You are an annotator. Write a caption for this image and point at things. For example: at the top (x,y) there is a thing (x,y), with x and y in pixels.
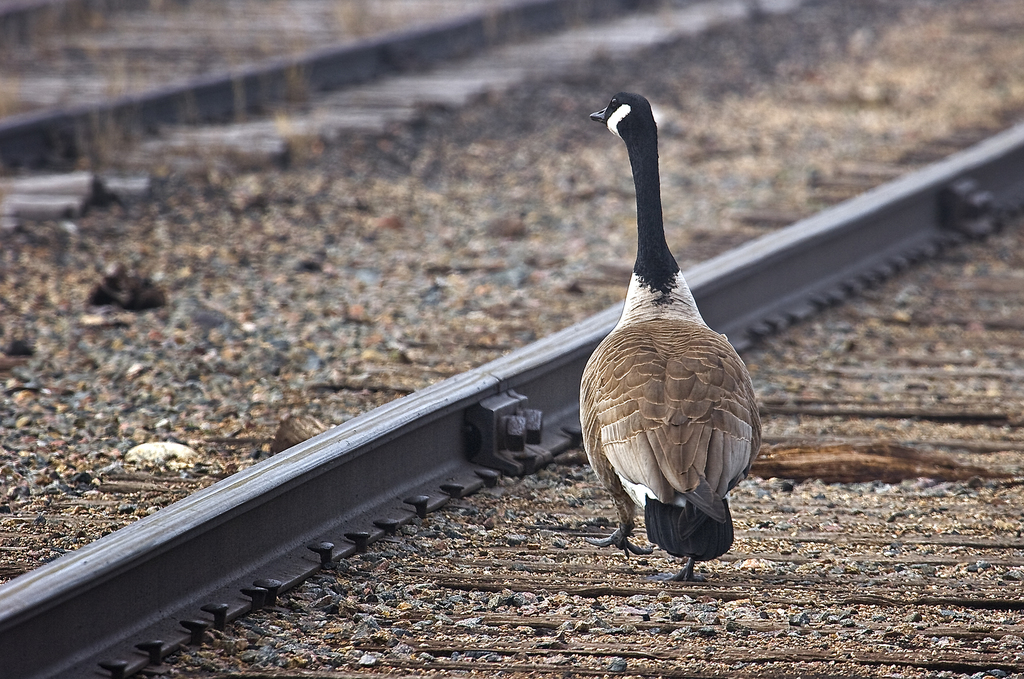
In the image there is a bird (668,300) standing on the railway track (495,479).
